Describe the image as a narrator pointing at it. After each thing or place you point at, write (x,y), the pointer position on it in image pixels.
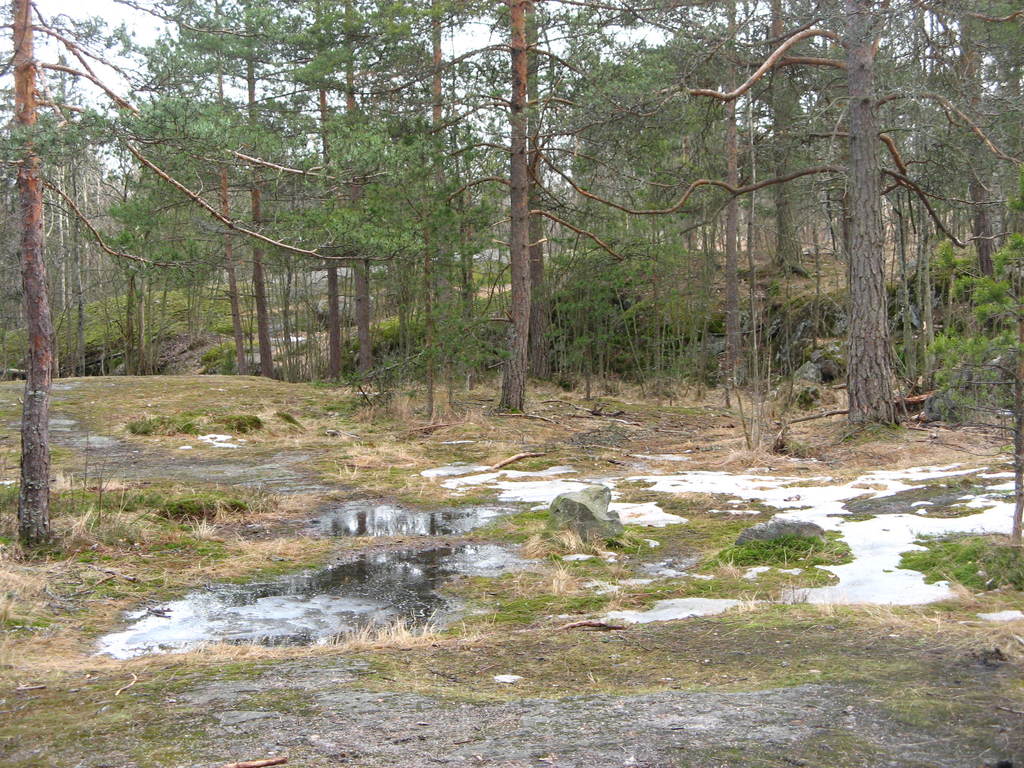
In this image, we can see the water (408,517) on the ground (535,676). In the background of the image (521,78), there are some trees (331,294).
